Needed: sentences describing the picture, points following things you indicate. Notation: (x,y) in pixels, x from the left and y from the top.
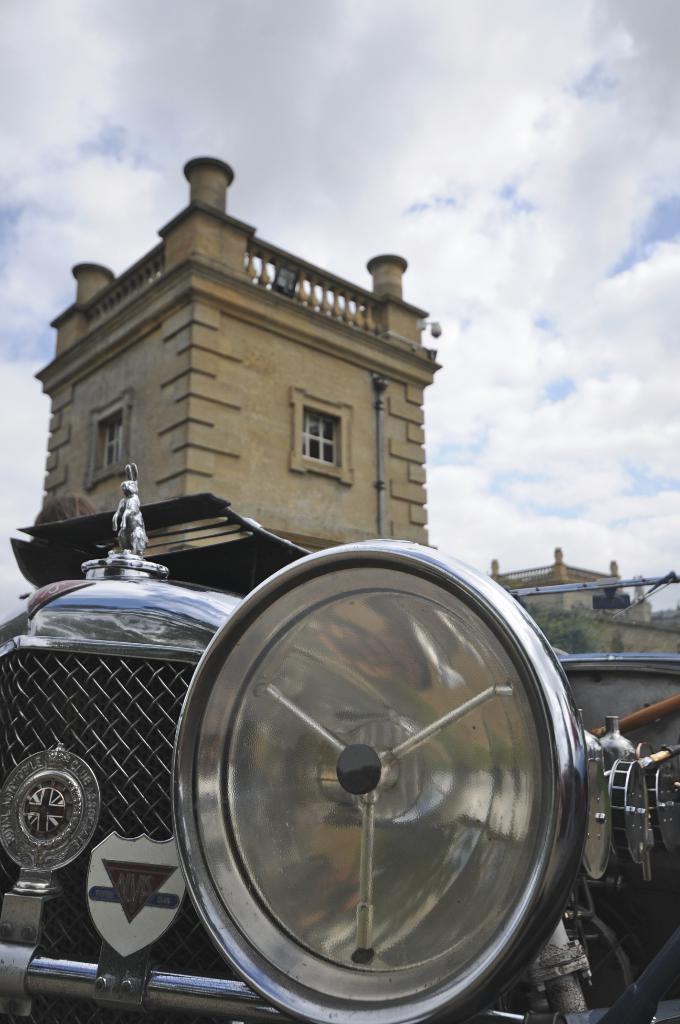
In this image we can see a car (217,607). On the backside (297,391) we can see some buildings (404,500) with windows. We can also see some trees (582,642) and the sky (543,506) which looks cloudy.
